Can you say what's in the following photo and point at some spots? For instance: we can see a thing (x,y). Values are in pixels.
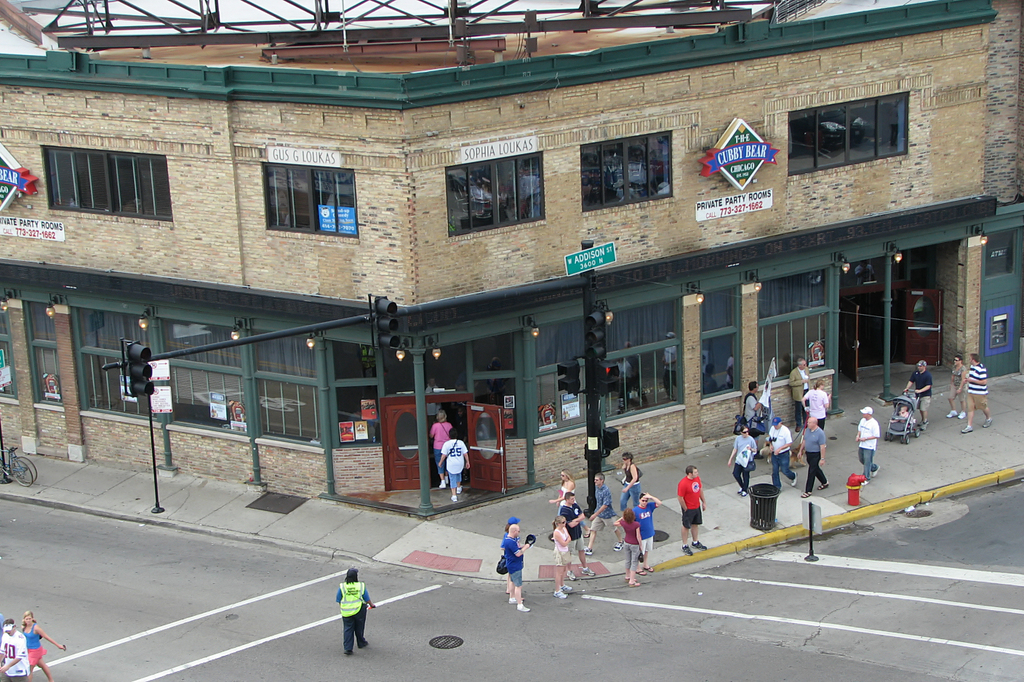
In this image there is a building (624,333), there are windows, there are doors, there are boards (750,172), there is text (580,257) on the boards (591,265), there is text (481,146) on the building (396,157), there are poles (592,286), there is a traffic light (132,376), there are group of persons (352,578), there is road (583,628) towards the bottom of the image (518,629), there is a dustbin (773,491), there are bicycles (6,474) towards the left of the image (20,466), there are persons (633,497) holding an object (910,400).
